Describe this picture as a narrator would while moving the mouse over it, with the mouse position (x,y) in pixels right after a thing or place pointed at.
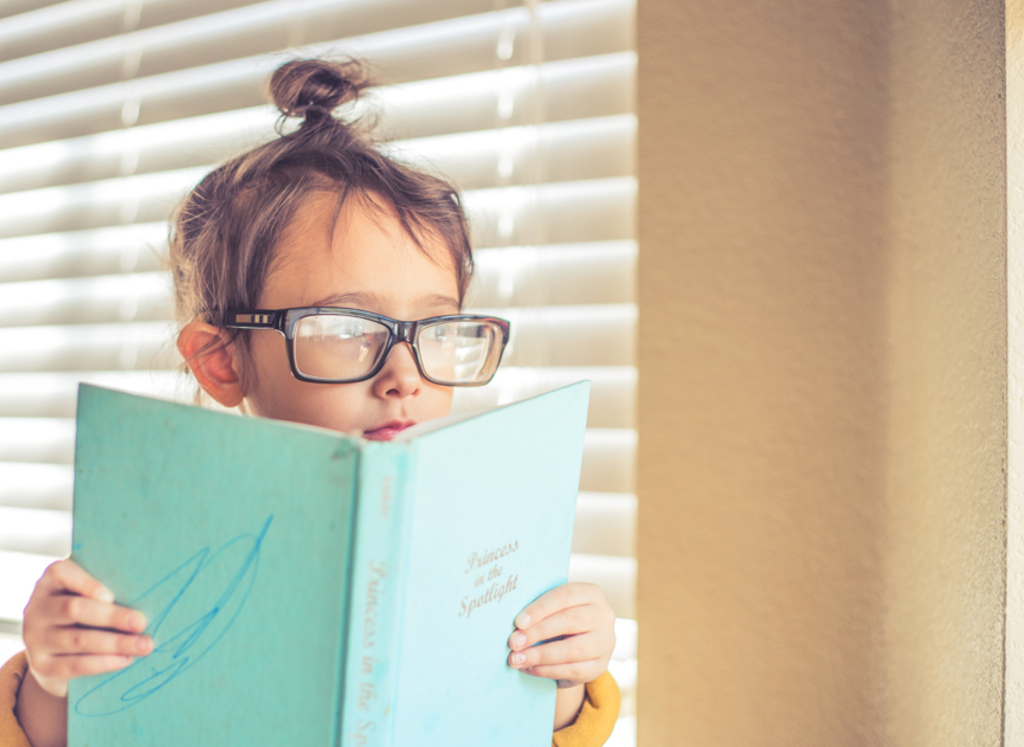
On the left side of the image (255,398) we can see the kid (333,276) is holding a book (132,496), and the kid (316,389) wore spectacles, in the background (550,342) we can see window blinds (515,157).
